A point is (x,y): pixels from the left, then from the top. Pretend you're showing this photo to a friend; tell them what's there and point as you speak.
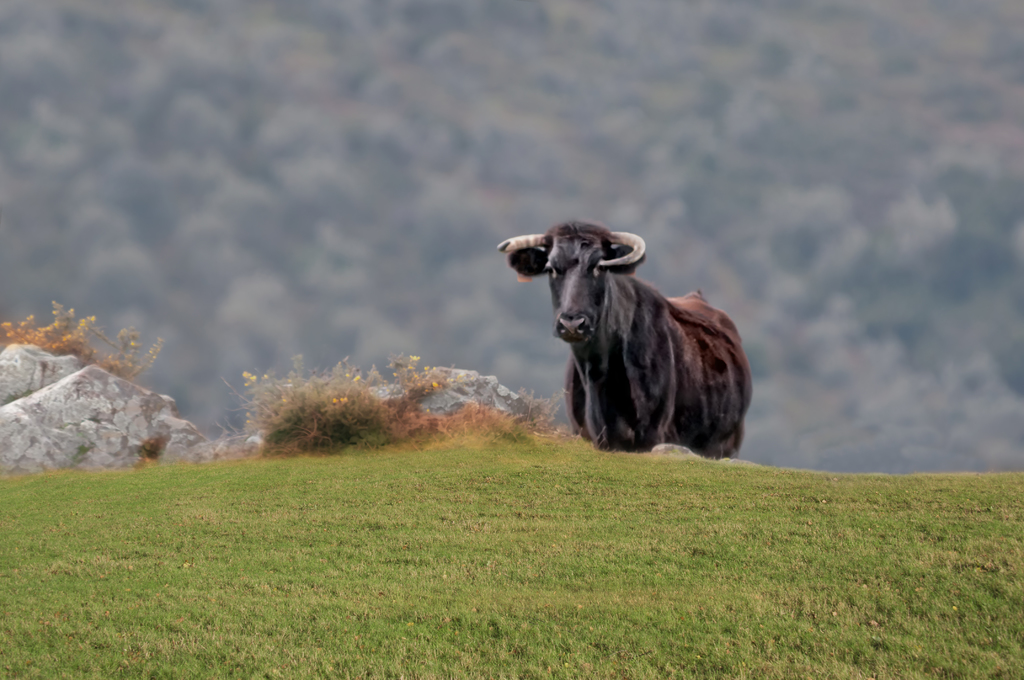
In this image in the center (577,232) there is one animal (589,339), plants (331,414) and there are some rocks (434,405). At the bottom (643,530) there is grass (757,501) and there is a blurry background (846,249).
